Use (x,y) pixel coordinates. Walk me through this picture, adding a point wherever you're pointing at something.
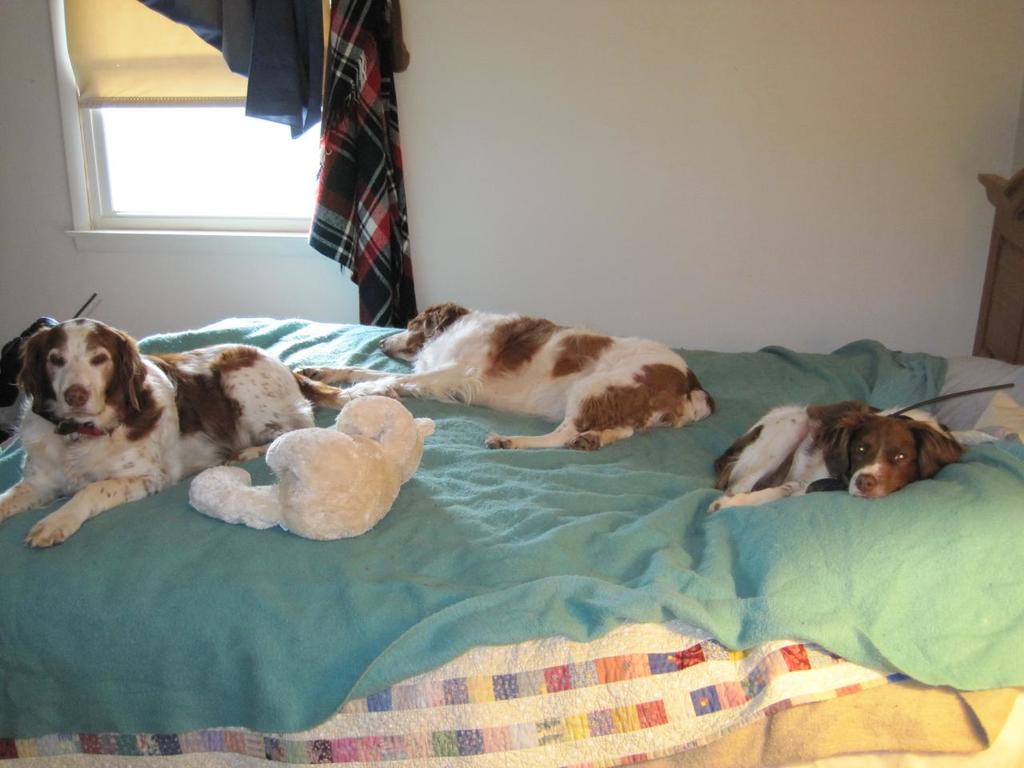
In this image I can see a three dogs (142,369) lying on the bed (598,530). At the back side (579,169) there is a wall (648,179) and a window (160,150).
